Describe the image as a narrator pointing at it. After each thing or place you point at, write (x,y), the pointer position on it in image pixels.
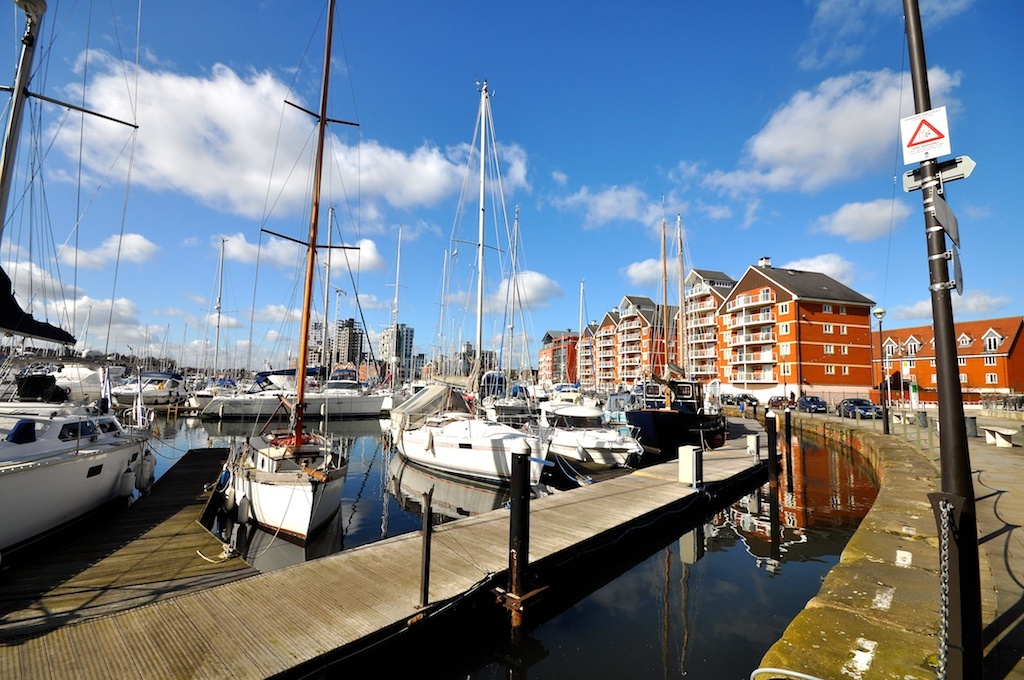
In this image there are some boats (535,430) at the bottom (583,528) there is a bridge (722,452) and water (774,607), in the background (894,338) there are some towers buildings (851,330) and some other objects (904,413). On the right side (850,414) there are some vehicles (870,413).
